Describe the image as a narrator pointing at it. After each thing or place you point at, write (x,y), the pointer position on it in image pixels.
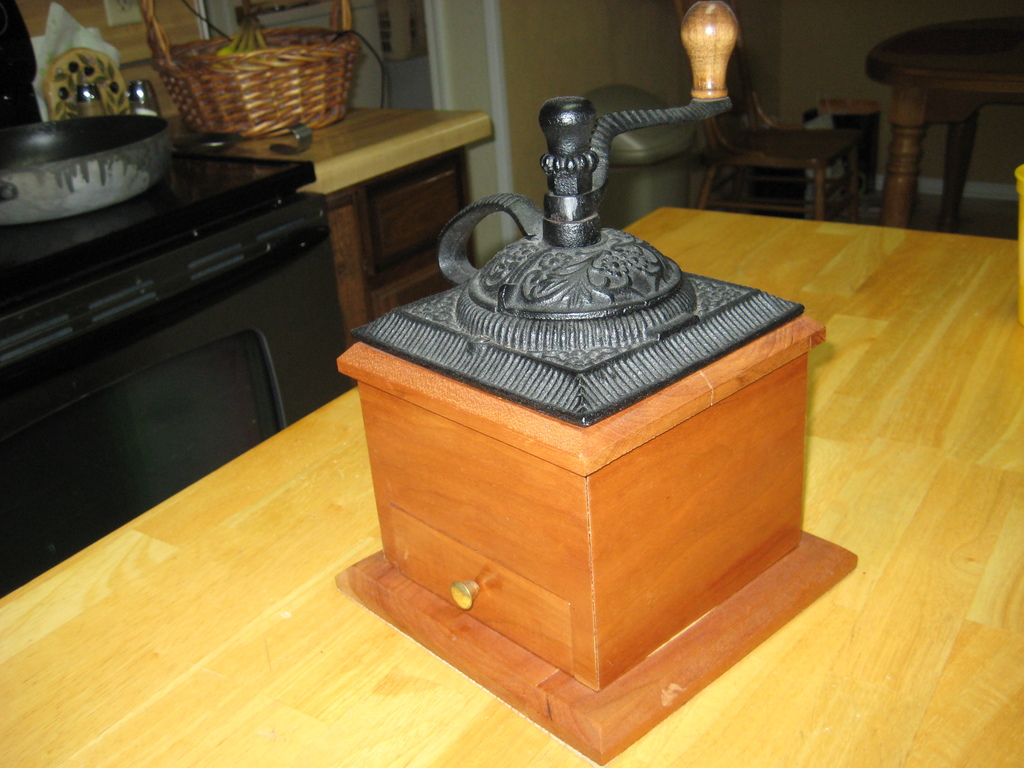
In this image I can see the box (596,446) which is in brown and grey color. It is on the light brown color surface (388,696). To the left (21,185) I can see the pan (49,190) on the stove (166,267). To the side there is a basket (288,101). In the background (782,156) I can see the chair (719,161) and the table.
